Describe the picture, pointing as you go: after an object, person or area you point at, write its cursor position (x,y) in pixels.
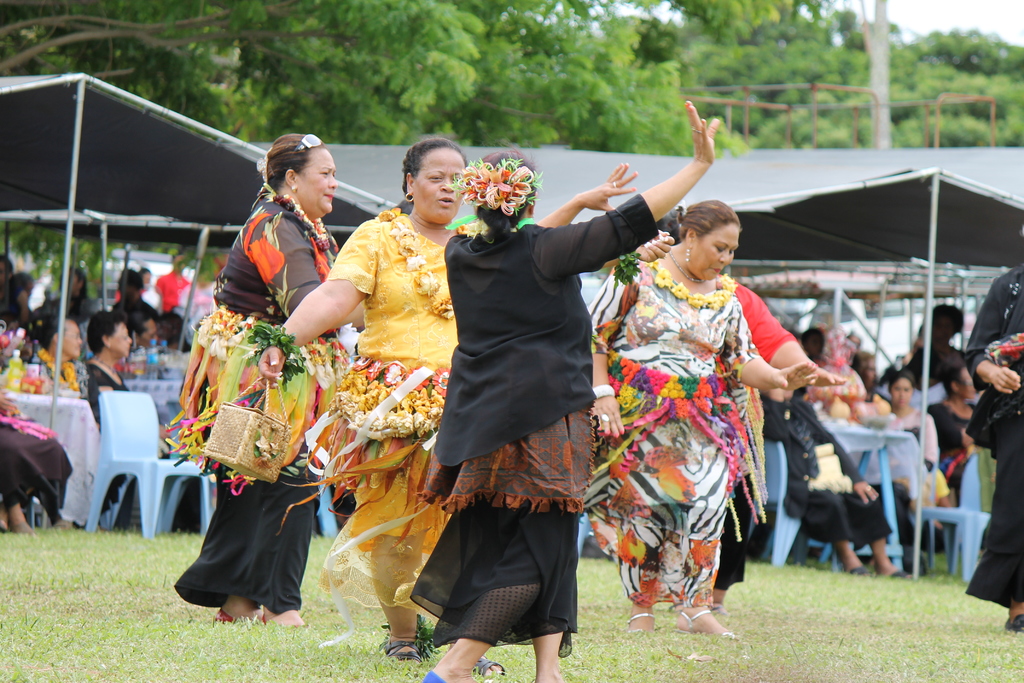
In this image I can see a woman (394,328) wearing yellow dress (396,298) is holding a wooden basket (250,419) and two other women (507,397) wearing black and orange colored dress (494,387) are standing on the ground (521,668). In the background (928,96) I can see few other women (684,433) standing and few other persons (793,404) sitting on chairs (144,411), a black colored tent (195,209), few trees (620,128) and the sky (929,6).
